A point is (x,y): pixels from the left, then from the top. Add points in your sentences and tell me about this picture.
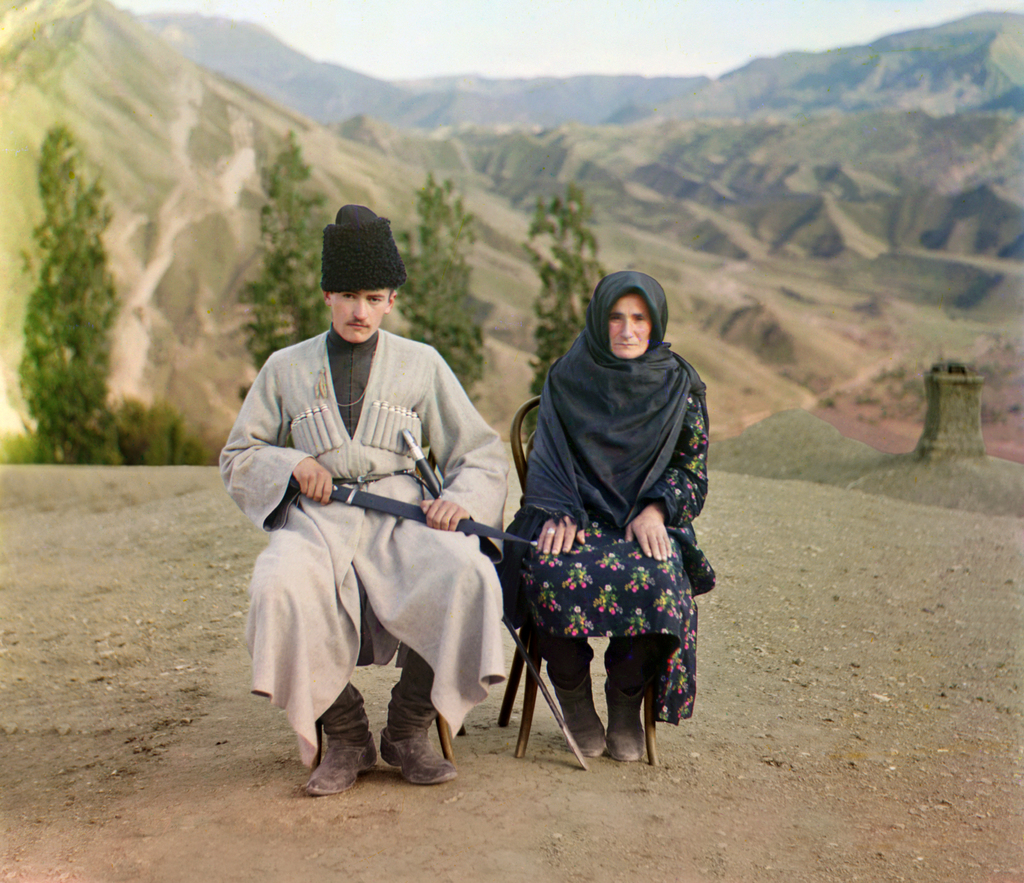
In this image, we can see a woman (631,656) and man (410,675) are sitting on the chairs (518,657). Here a man (397,531) is holding a weapon (392,515). At the bottom (618,856), there is a ground (704,876). Background (1022,406) we can see hills (1003,374), trees (449,334) and sky (578,48).
